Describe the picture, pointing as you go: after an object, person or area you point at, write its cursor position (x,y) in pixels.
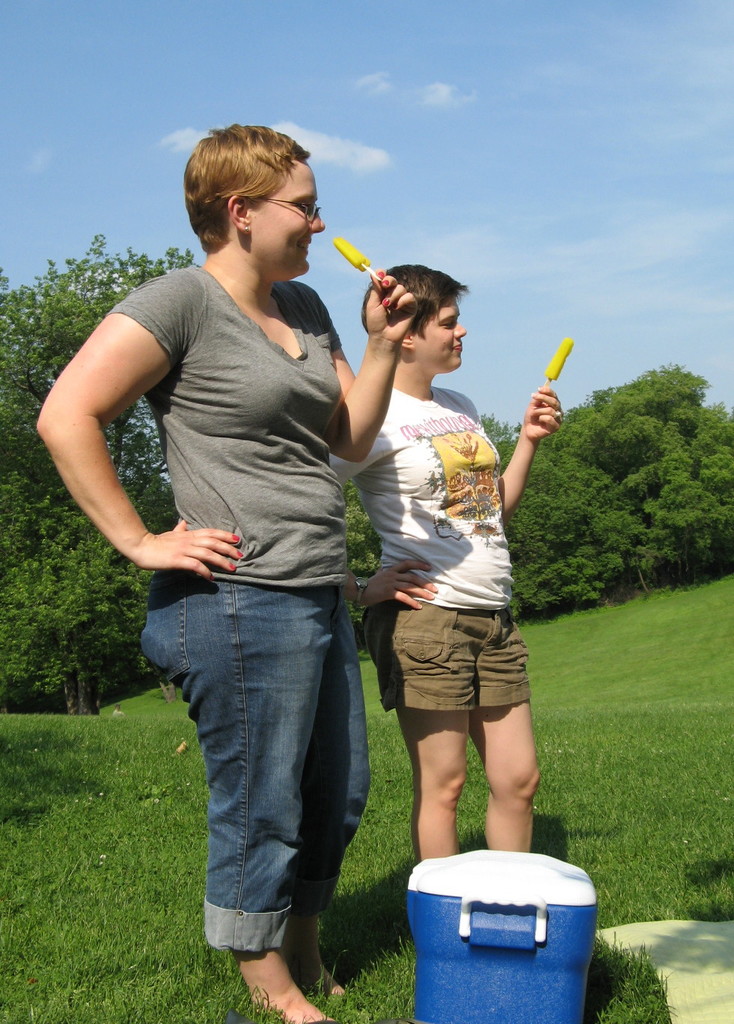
In this picture, we can see there are two women (311,443) holding food items (556,353) and standing on the grass (324,944). There is an esky (459,949) on the grass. Behind the women (311,461), there are trees (614,510) and the sky (252,56).
